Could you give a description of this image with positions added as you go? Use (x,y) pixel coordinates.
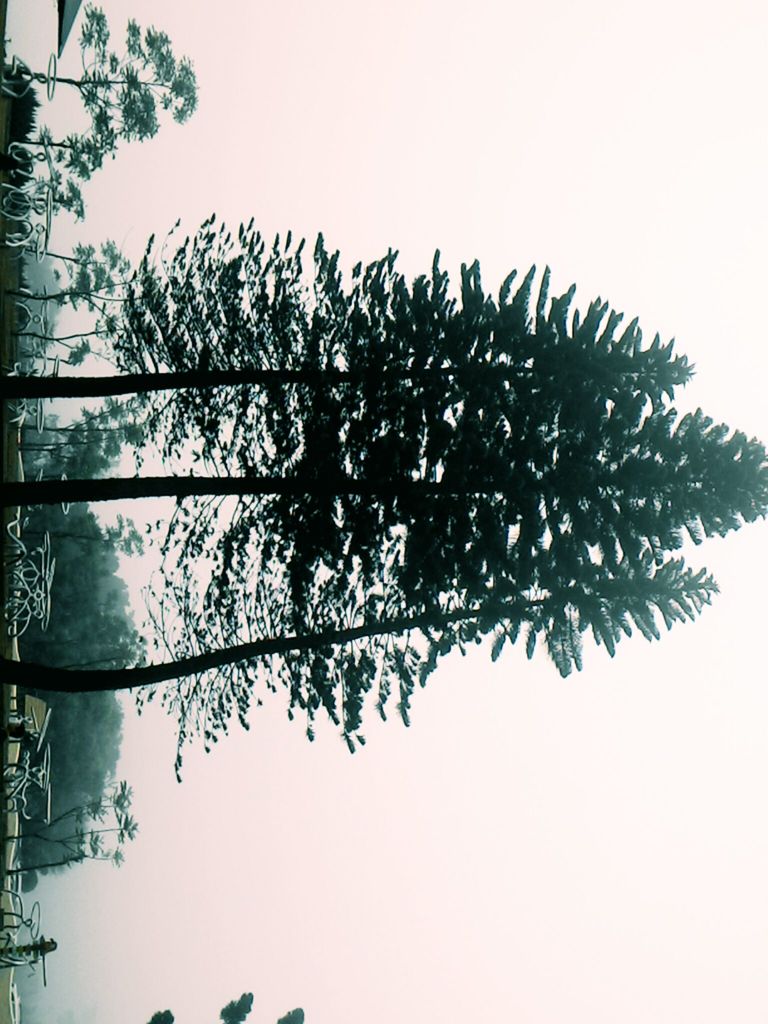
In this rotated image there are trees (415,494). Behind the trees (12,390) there are tables (25,601). To the right (616,716) there is the sky (330,796).
